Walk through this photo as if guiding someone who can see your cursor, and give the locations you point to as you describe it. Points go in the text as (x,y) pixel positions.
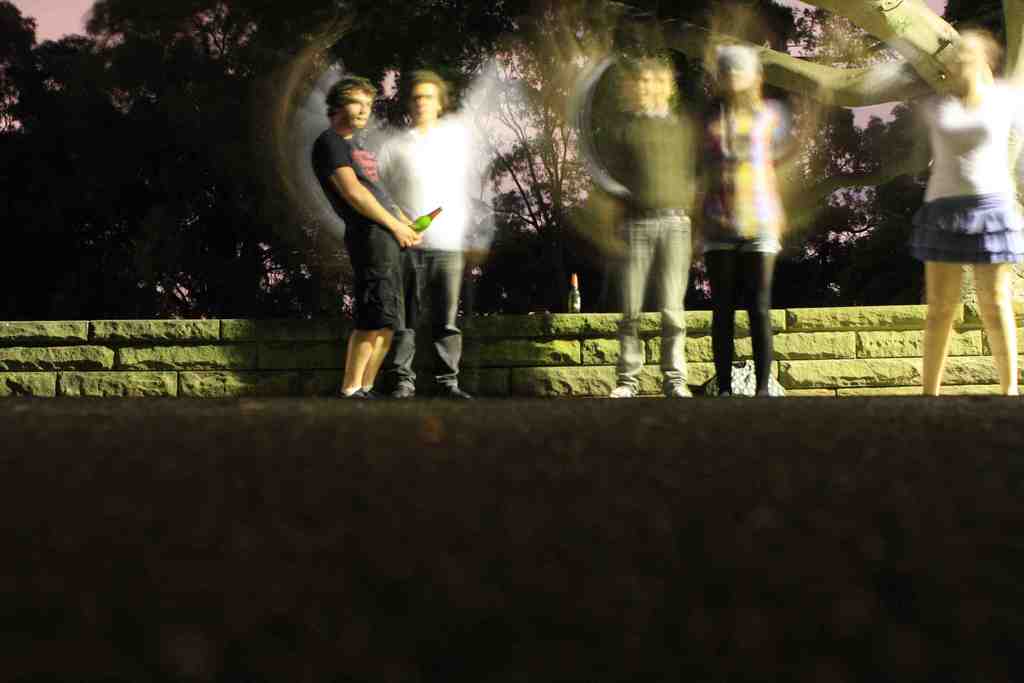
In this image, in the middle (364,271), we can see two men (448,183). On the right side (715,267), we can see three people (716,203) are standing on the land (850,444). In the background (209,75), we can see some trees (209,75) and plants (471,82). At the top (54,0), we can see a sky (70,18), at the bottom (357,465), we can see black color.
